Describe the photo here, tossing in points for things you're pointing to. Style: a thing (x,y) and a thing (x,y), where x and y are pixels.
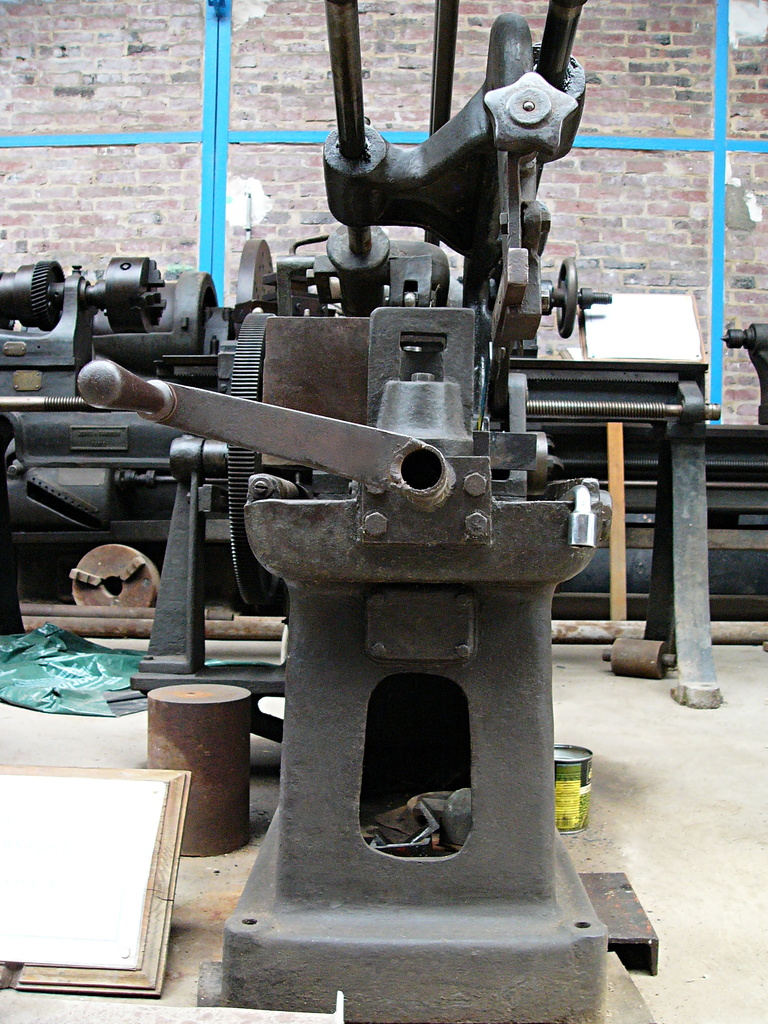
In this image I can see a iron items (606,368) kept on the floor (626,806), in the background (81,73) I can see the wall (637,13).
